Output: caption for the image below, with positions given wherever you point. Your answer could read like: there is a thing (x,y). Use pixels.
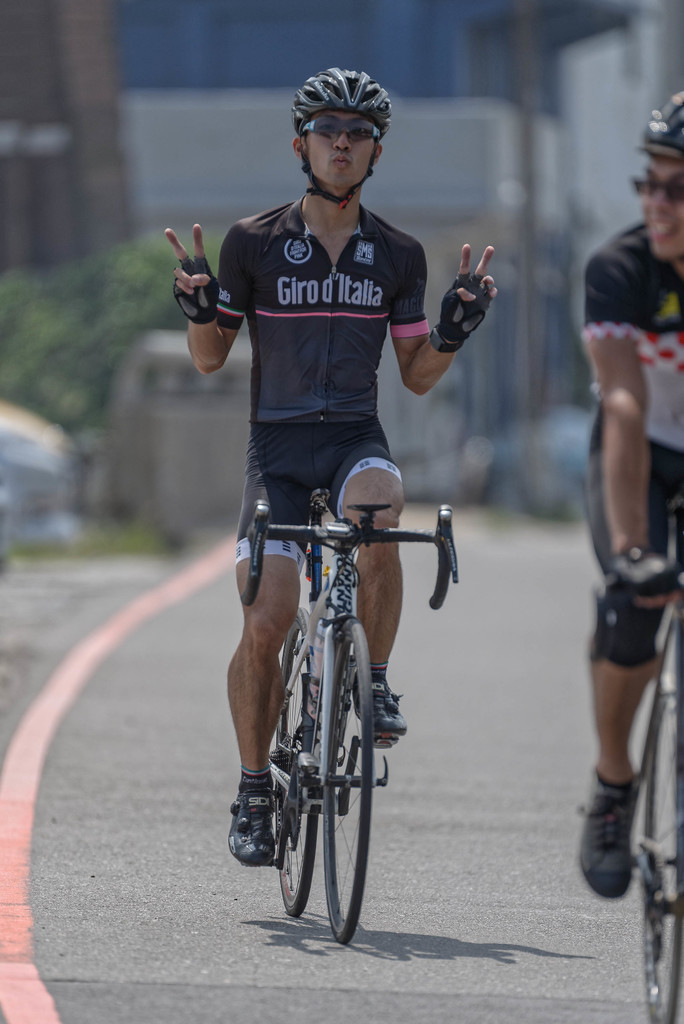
There is a person (311,341) wearing helmet (355,95), goggles (353,136) and gloves (459,340) is sitting on a cycle (345,617). On the right side (635,626) there is another person (629,515) on a cycle (654,711). In the background (393,155) it is blurred.
